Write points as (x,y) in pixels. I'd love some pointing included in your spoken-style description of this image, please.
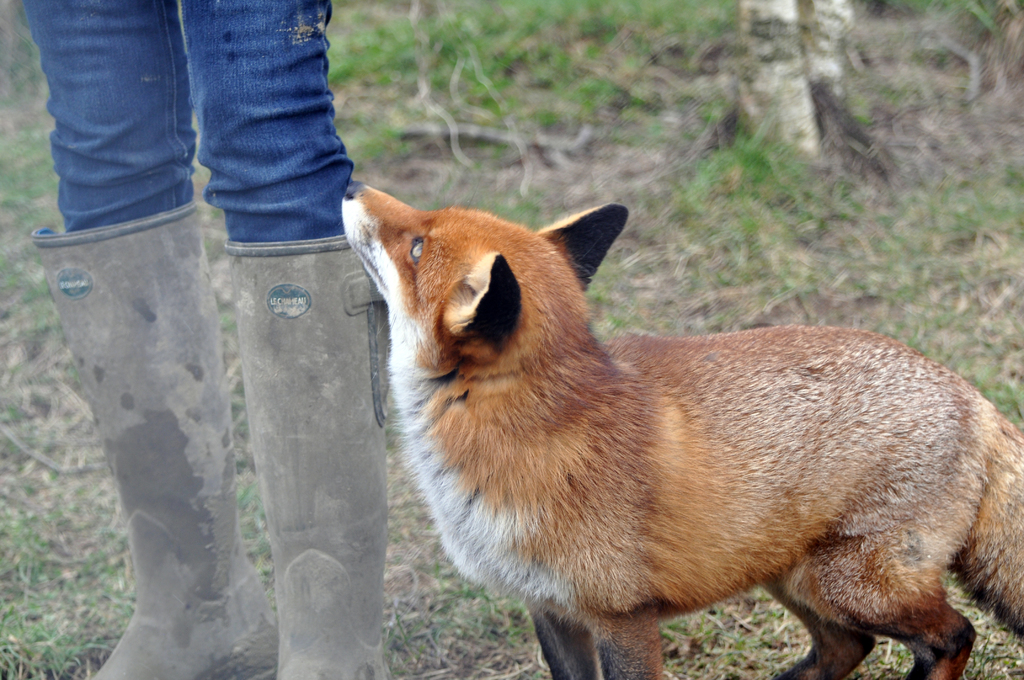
In this picture I can see there is a person (192,192) standing wearing boots (298,655) and there is a fox (403,340) standing beside the person (370,371) and there is grass (737,230) on the floor (805,198).
